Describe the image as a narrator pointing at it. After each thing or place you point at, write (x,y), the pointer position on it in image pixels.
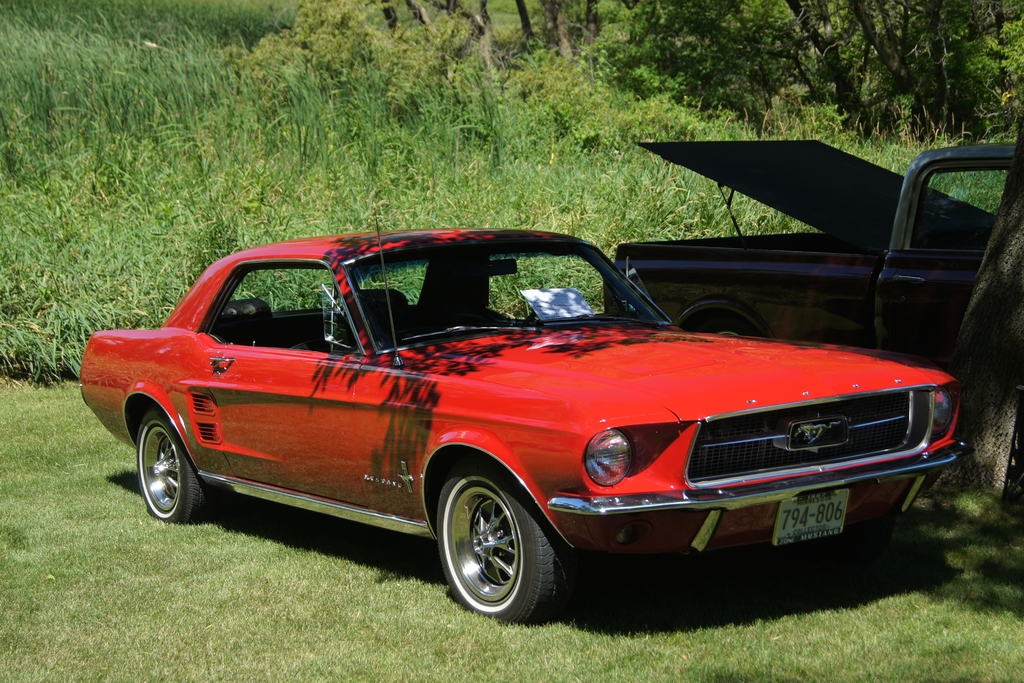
In this image two vehicles (668,337) are parked. The car (538,528) is red in color. In the background (356,99) there are plants (697,80) and trees (729,91).
